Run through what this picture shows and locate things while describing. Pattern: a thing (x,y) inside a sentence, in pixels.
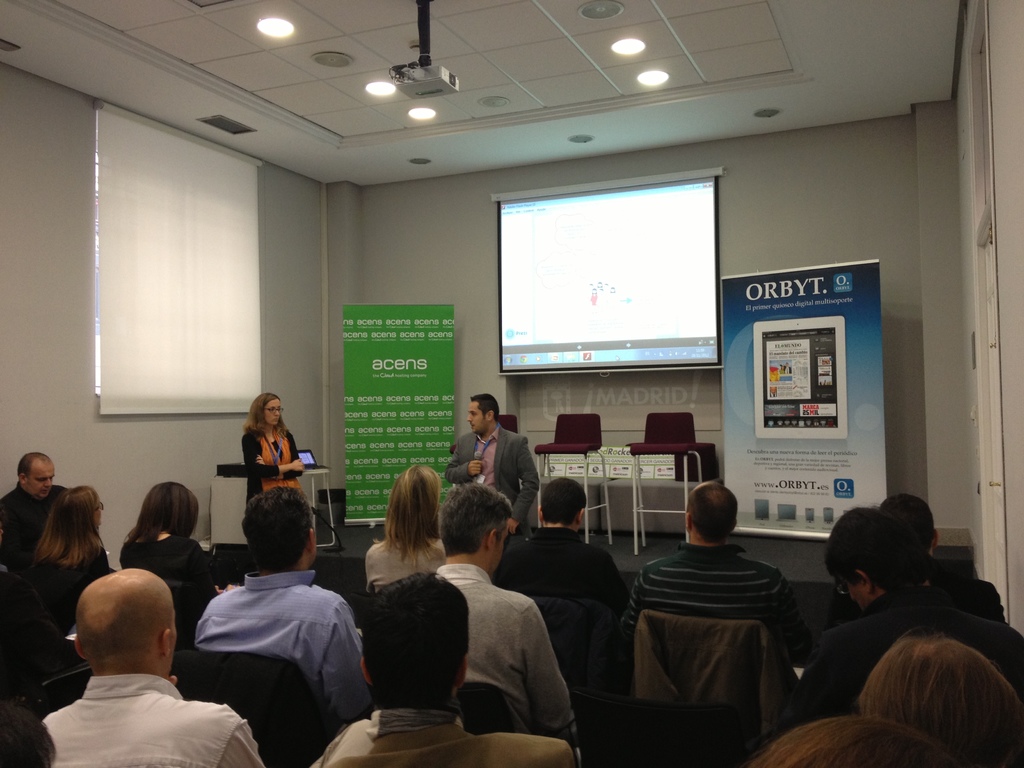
There is a group of persons (507,655) sitting on the chairs (719,717) at the bottom of this image (557,551), and there are two persons (529,510) standing in the middle of this image (464,468), and there are some chairs (569,453) on the right side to this person (517,452). There are two posters (442,356) and a screen (592,303) at the top side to this person (486,437). There is a white color board (162,323) on the left side of this image (127,299), and there is a wall (442,280) in the background (768,255), There is a projector (423,71) and some lights (282,34) at the top of this image (433,95).
